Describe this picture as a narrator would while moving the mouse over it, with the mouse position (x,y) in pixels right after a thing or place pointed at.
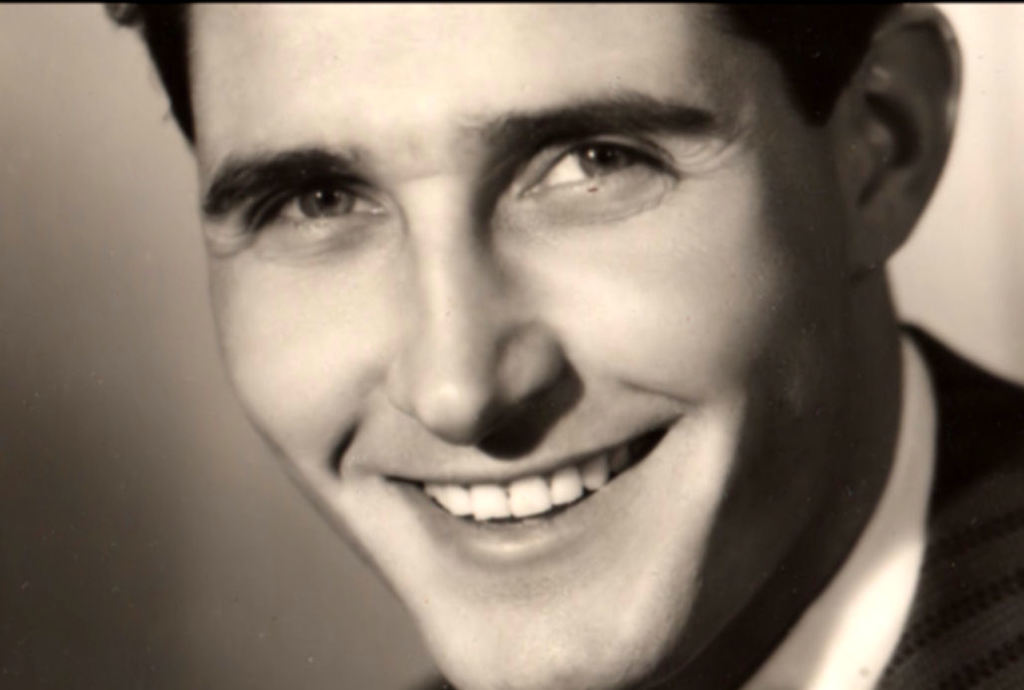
In this image I can see the person (733,258) and the image is in black and white.
